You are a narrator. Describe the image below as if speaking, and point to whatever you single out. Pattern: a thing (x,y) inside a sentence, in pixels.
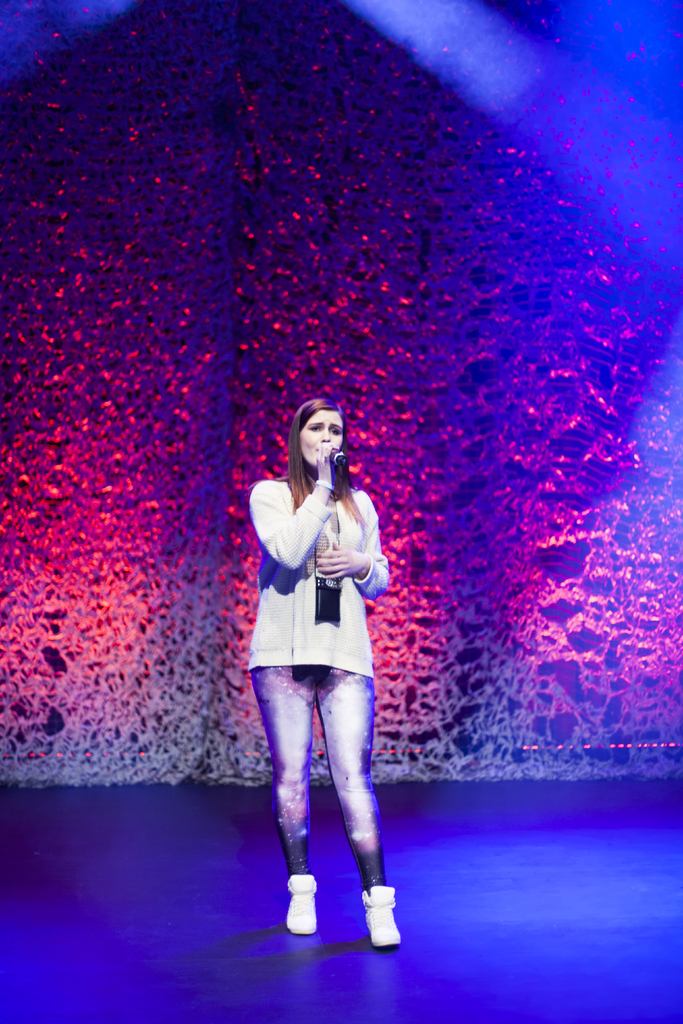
In this picture we can see a woman (340,608) is standing and holding a microphone (343,456), it looks like a curtain (439,331) in the background (408,298), this woman (347,536) is speaking something.
